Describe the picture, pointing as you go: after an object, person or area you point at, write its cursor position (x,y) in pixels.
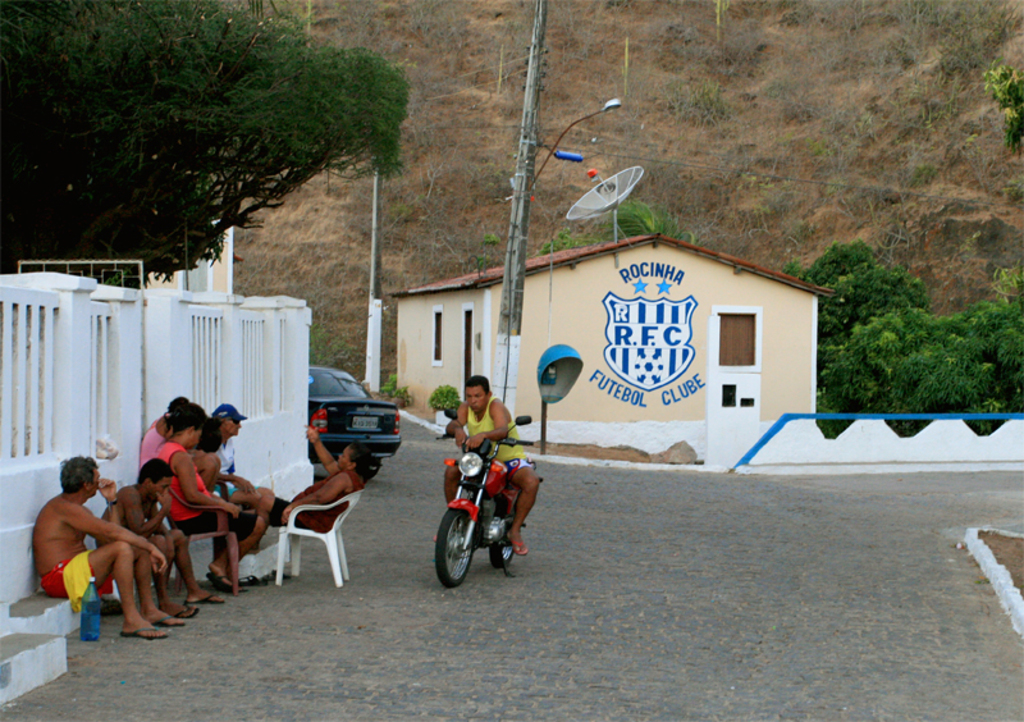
In this picture we can see a man (535,471) sitting on a bike (500,513), two people (326,498) sitting on chairs (225,526), some people (216,466), vehicle (394,433) on the ground (408,475), walls (850,457), trees (165,134), poles (509,326), house (524,342), antenna (574,207), some objects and in the background (869,288) we can see plants (506,35).
